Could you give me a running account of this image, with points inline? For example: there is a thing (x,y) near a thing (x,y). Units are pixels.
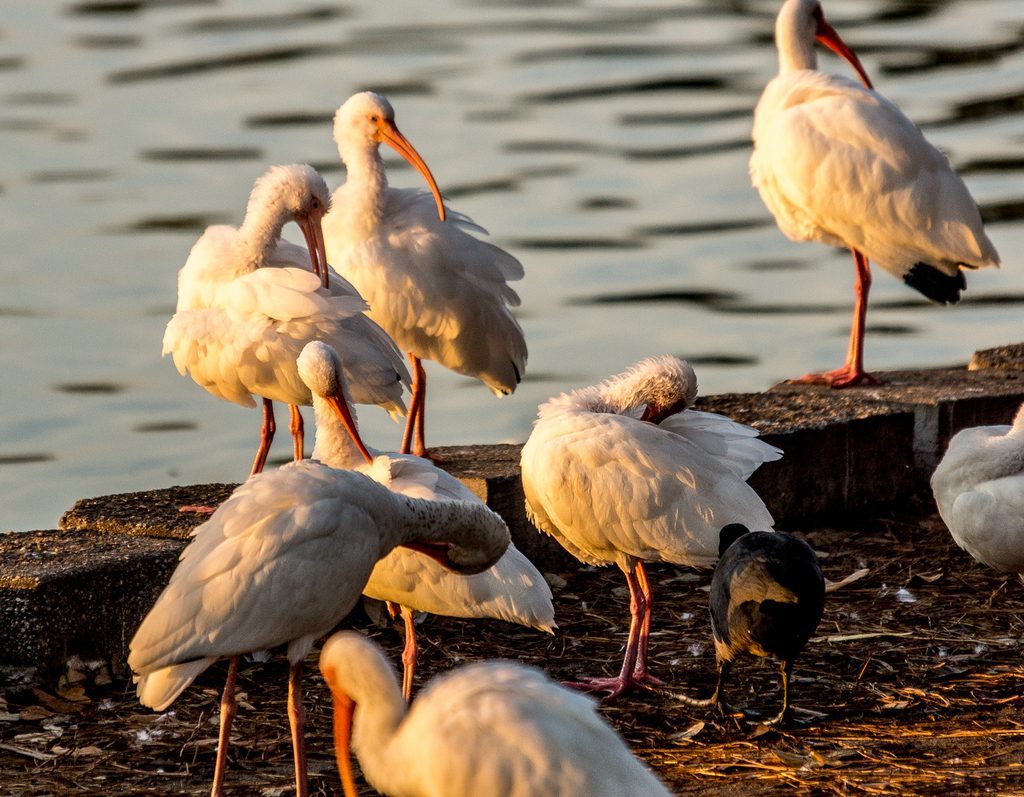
In this picture there are birds (351,458), which are in white color are standing and there is a bird (736,532), which is in black color is standing. At the back (721,274) there is water (521,175).
